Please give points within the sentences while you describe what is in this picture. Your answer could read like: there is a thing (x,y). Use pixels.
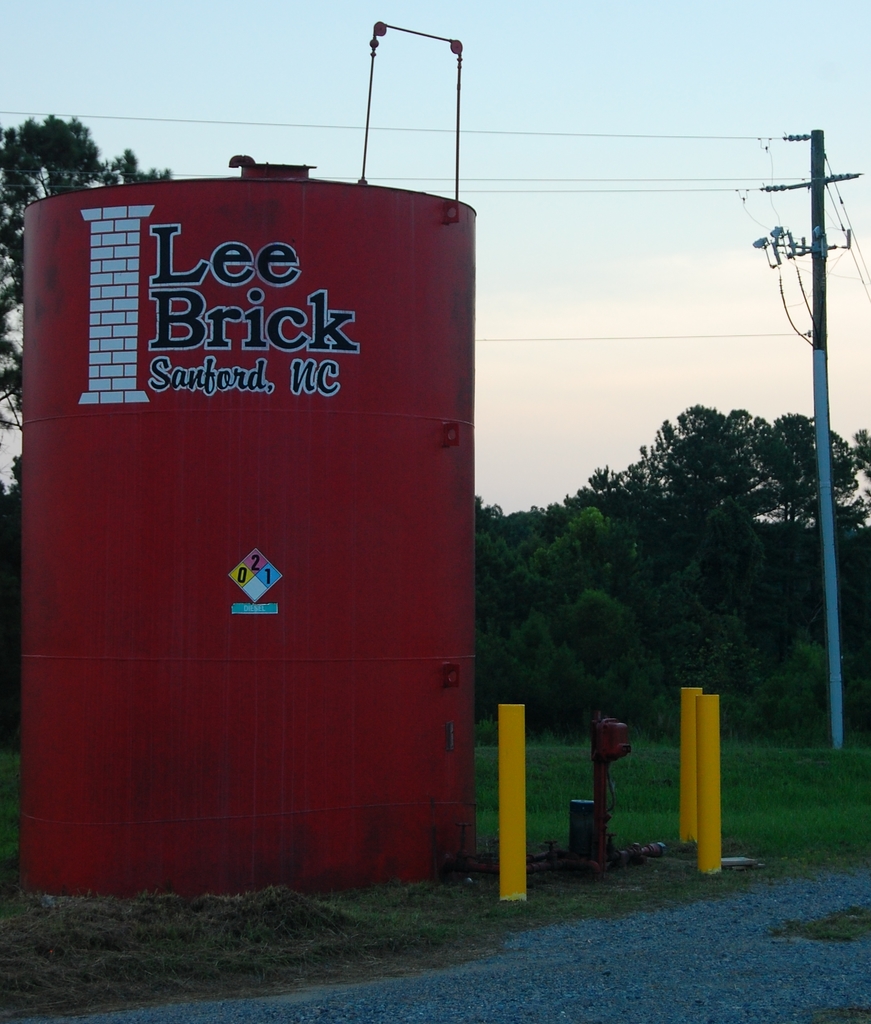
Here we can see container (334,702), grass (415,939) and poles (824,334). Something written on this container (93,405). Background (602,411) we can see the sky (714,351) and trees (632,534).
